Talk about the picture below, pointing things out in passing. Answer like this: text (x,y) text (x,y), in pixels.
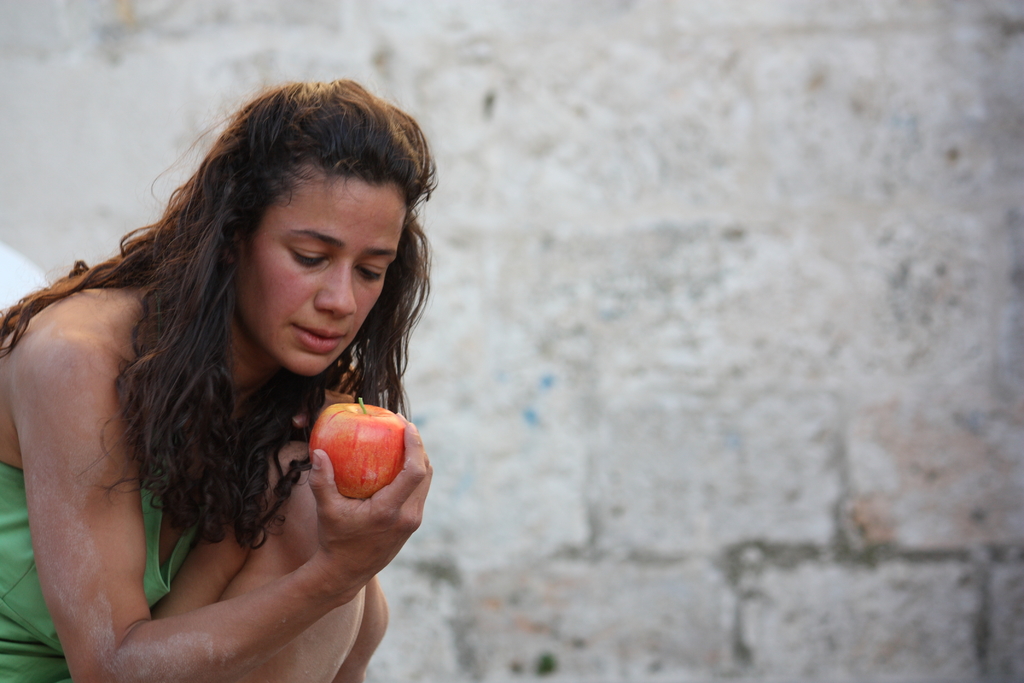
In this image I can see a woman (137,469) wearing green colored dress (29,533) is holding an apple (351,423) in her hand (400,477). In the background (589,437) I can see the white colored wall (726,301).
